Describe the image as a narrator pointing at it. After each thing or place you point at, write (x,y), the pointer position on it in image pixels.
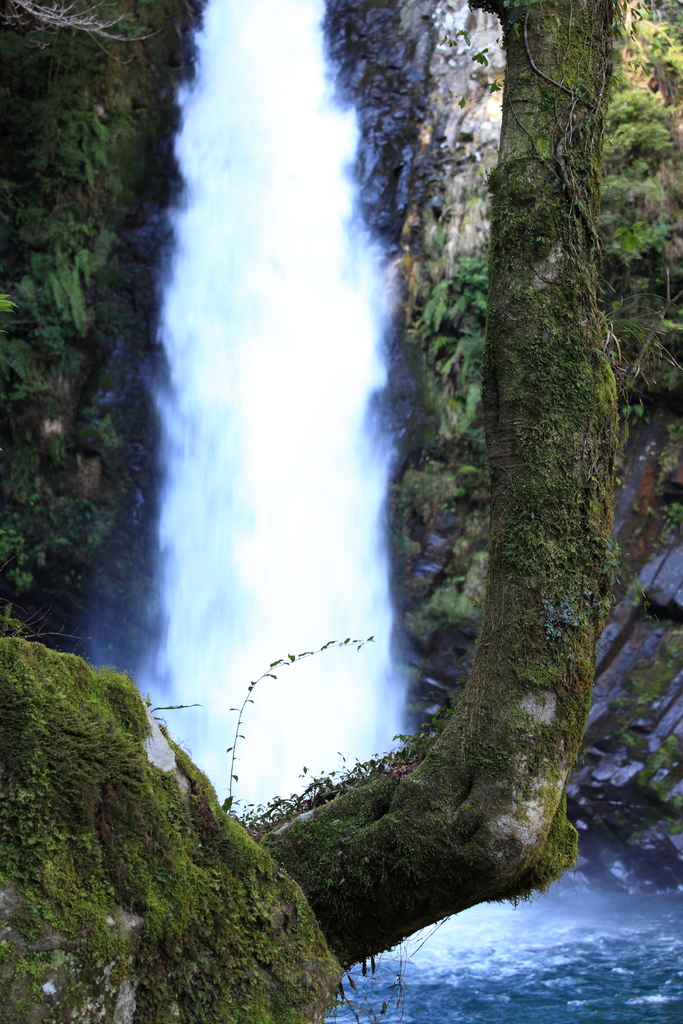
In this image we can see a waterfall (259,352) in the middle (301,391) and there are plants (65,315) beside the waterfall (189,179). At the bottom (99,829) there is an algae (16,787) on the stone (27,957).
